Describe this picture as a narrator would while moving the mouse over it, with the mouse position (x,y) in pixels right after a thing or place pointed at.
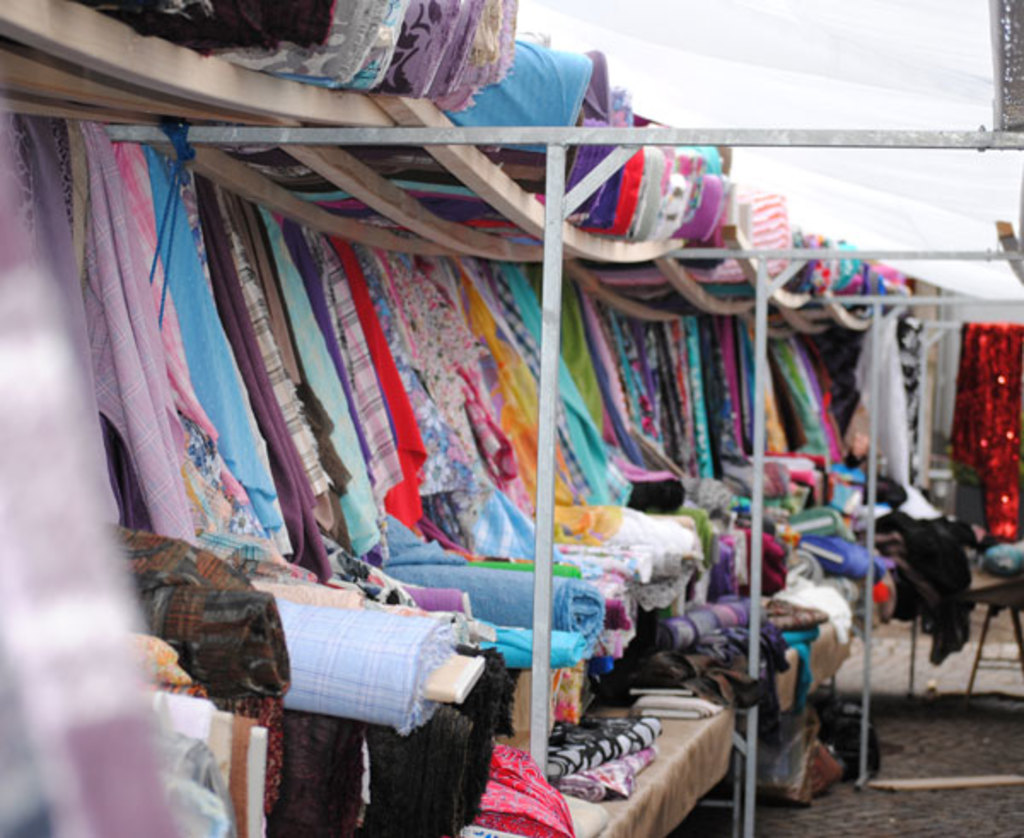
In this image I can see the clothes (570,386) which are colorful. These clothes (455,189) are under the tent (825,152).
